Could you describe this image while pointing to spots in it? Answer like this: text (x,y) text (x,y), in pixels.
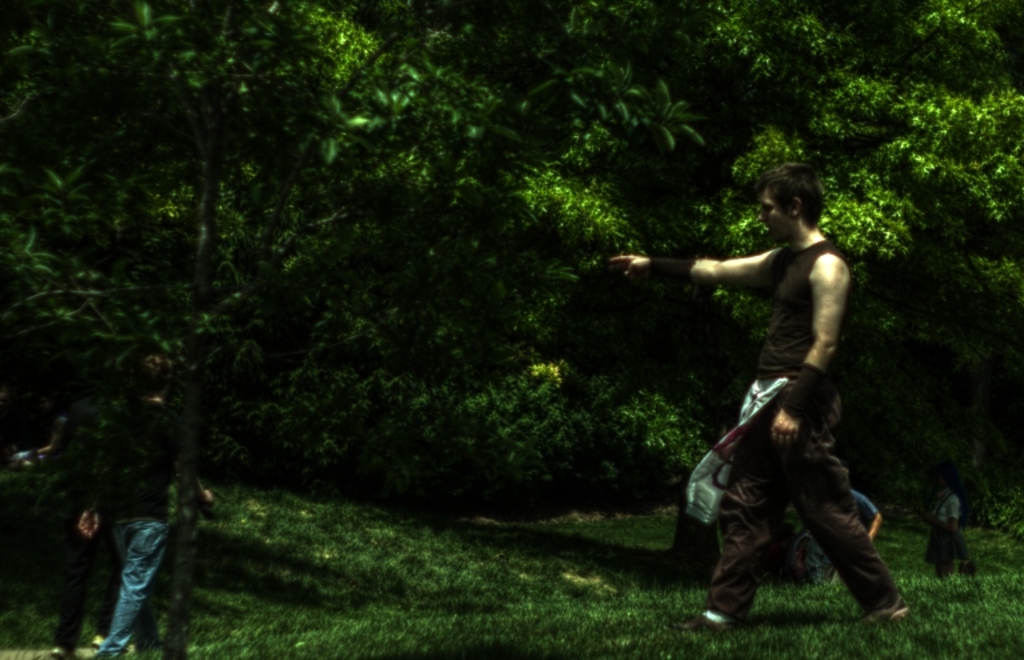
In the picture we can see a man (782,452) walking on the grass surface (391,536) and near to him we can see another person (123,598) standing near the tree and in the background (514,391) we can see trees (514,253) and plants (613,434).
